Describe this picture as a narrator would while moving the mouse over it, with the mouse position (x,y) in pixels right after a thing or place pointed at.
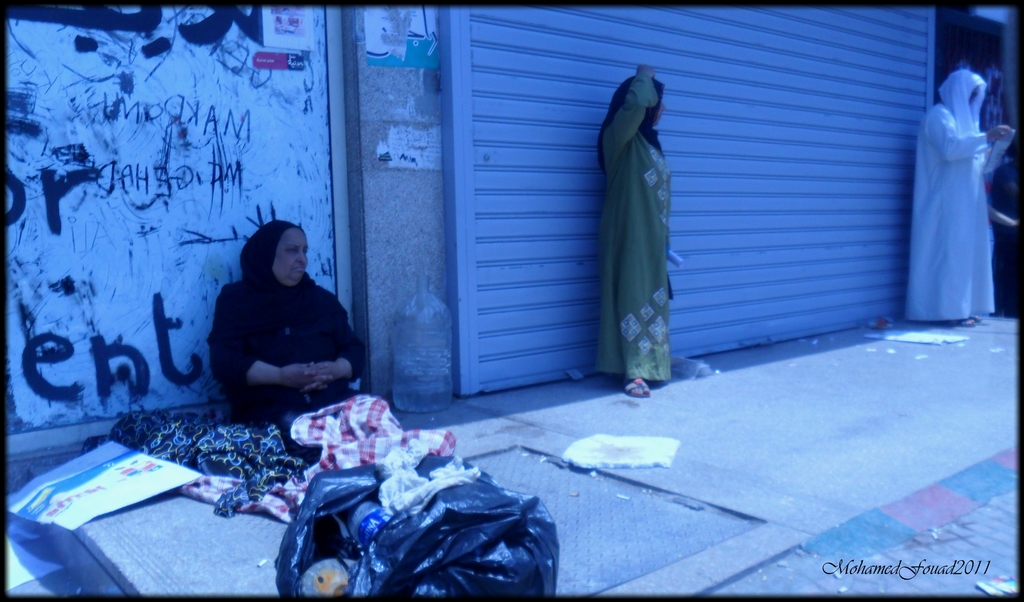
In the foreground of this image (612,397), there is a woman (311,397) sitting and two persons (655,307) are standing on the side path (738,411). We can also see few posters (153,476), objects (379,531) in a cover (454,540) and a cloth (285,447) and a blanket (261,462) on the side path (638,477). Behind them, there is a wall (313,178), shutter (671,18) and also a water can (406,360).
